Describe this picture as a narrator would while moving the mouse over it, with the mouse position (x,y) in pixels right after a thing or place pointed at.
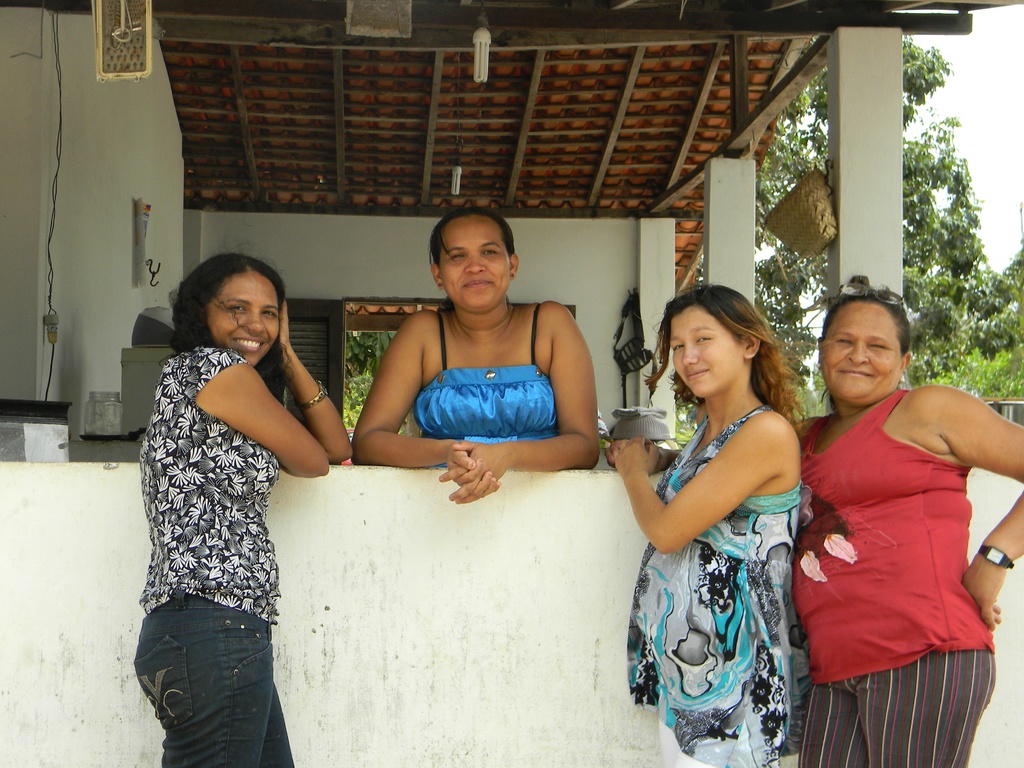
In this picture I can see few women (643,627) are standing and I can see a house (344,173) and few trees (942,296) and I can see couple of lights (460,172) and I can see sky (940,117).
